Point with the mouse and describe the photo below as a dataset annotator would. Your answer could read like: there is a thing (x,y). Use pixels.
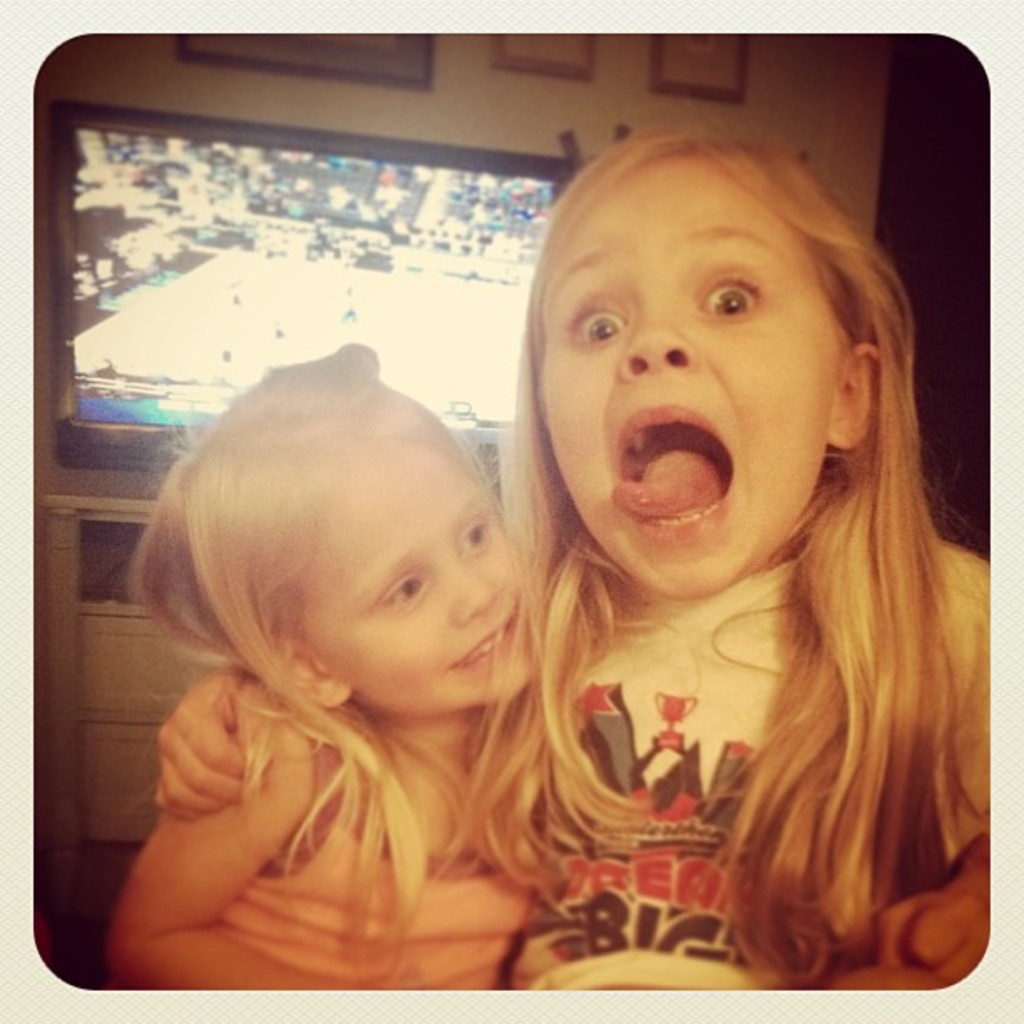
In this image there are two girls (425,799). The girl (587,754) to the right (701,494) has wide opened her mouth (650,471). Behind them there is a television (133,446) on the cupboard (94,632). Behind the television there is a wall (352,111). There are picture frames (272,59) on the wall (479,104).
